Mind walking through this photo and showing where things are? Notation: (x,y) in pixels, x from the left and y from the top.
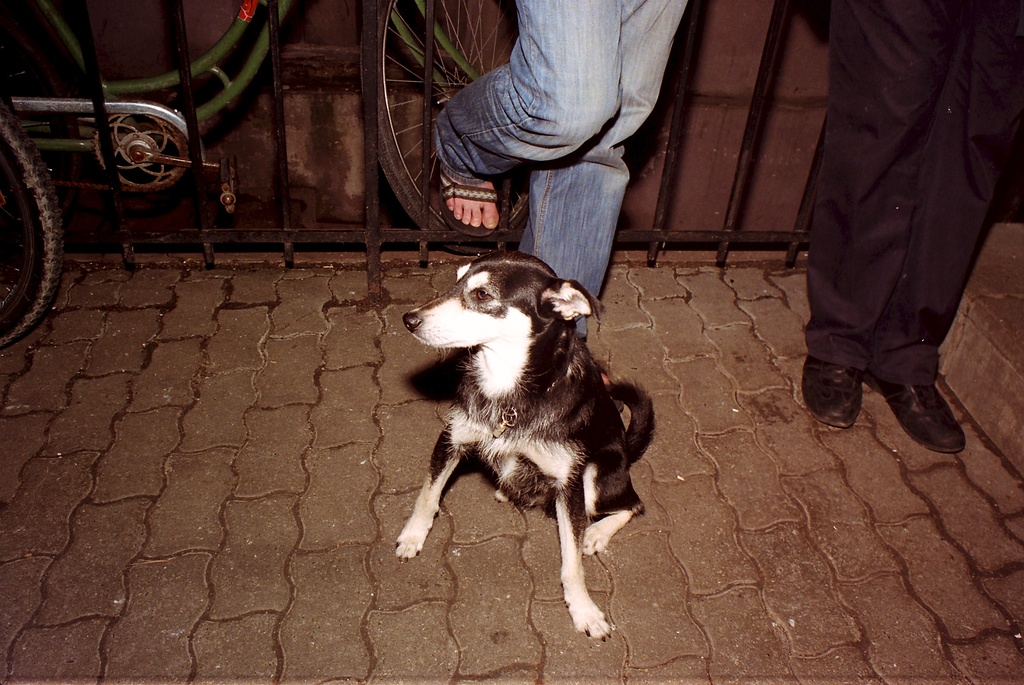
In this image a dog (561,488) is there on the floor (597,571). Behind it there are two people (571,145) standing. There is iron railing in the background (747,140). Cycles (49,203) are parked over here.
